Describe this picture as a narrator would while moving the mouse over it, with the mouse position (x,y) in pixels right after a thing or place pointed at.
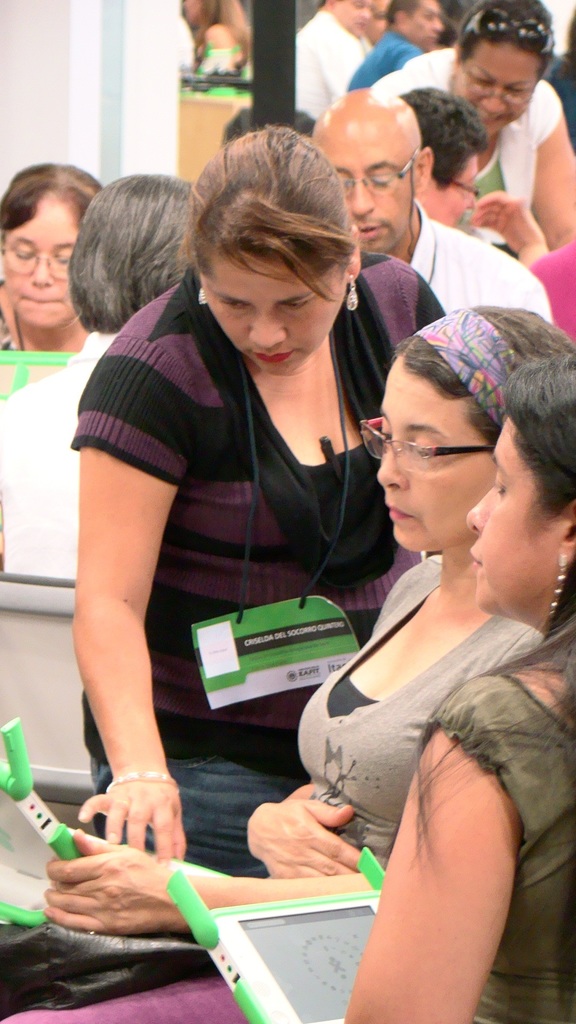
In this image there are people (465,383) some of holding tablets (313,934). In the background (137,146) there is a wall (163,83).
